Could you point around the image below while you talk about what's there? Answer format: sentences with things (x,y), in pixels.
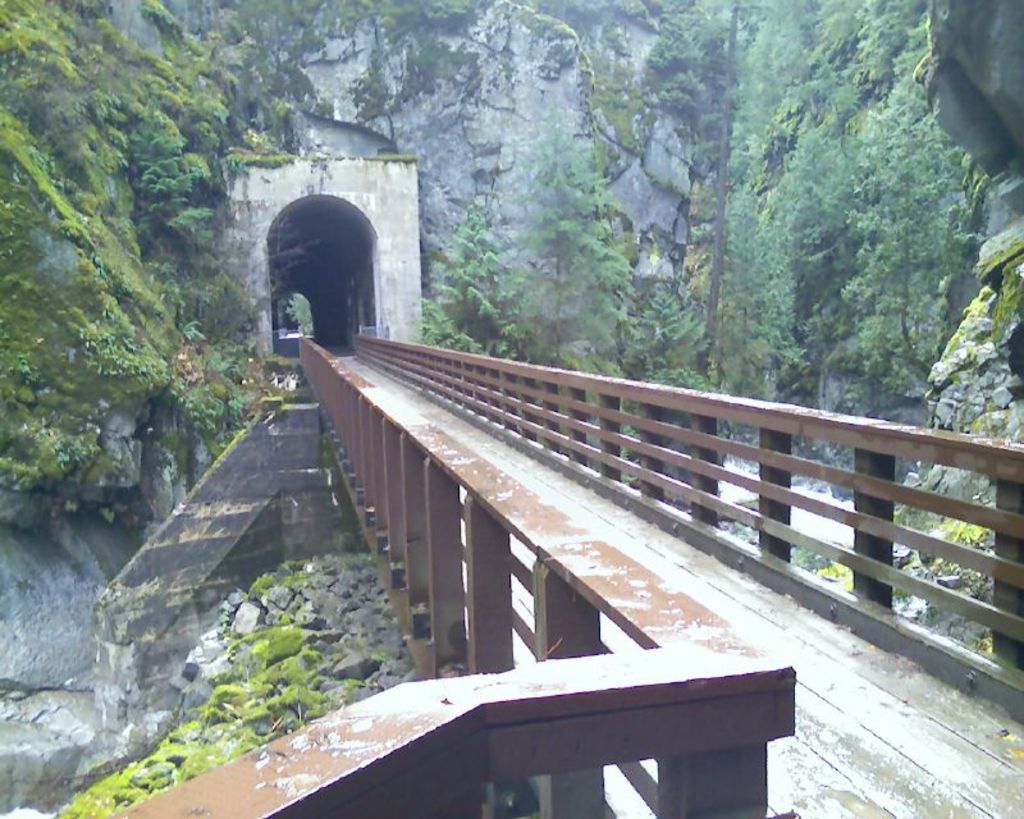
In this image in the foreground (452,433) there is one bridge (616,606), and in the background (216,89) there is a tunnel (275,243) and some trees (756,276). On the right side (699,256) there are some rocks (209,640) and grass (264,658).
